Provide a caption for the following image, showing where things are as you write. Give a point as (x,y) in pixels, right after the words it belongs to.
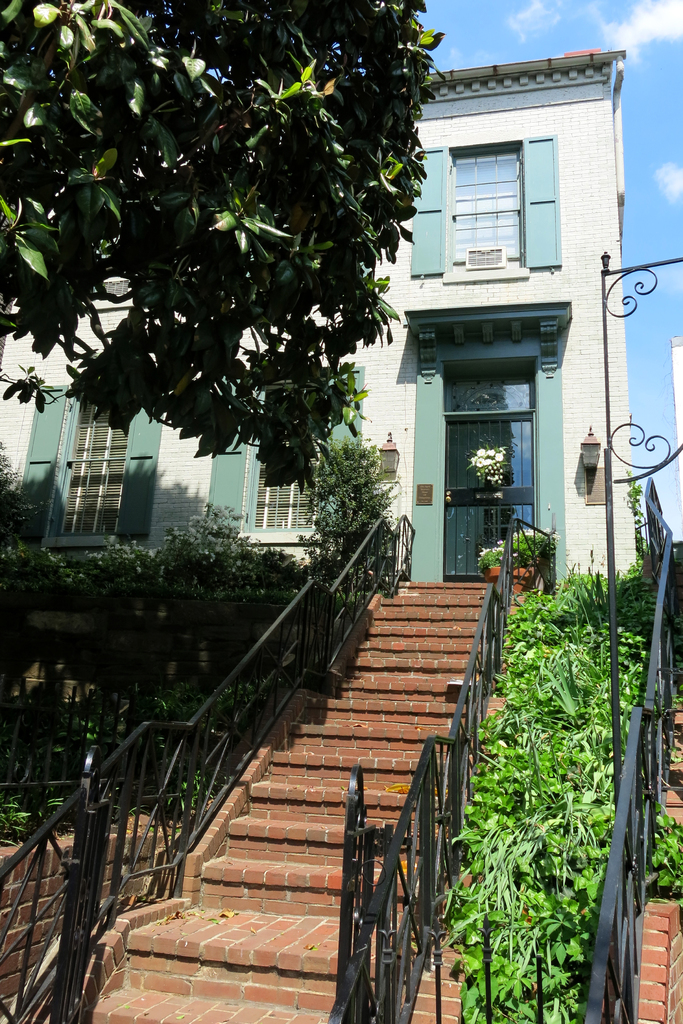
In this image we can see a building (365,364) with windows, door (525,466), a lamp (595,467) and a staircase (373,698). We can also see some plants (655,863), a tree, a fence (142,840) and the sky (580,43) which looks cloudy.
